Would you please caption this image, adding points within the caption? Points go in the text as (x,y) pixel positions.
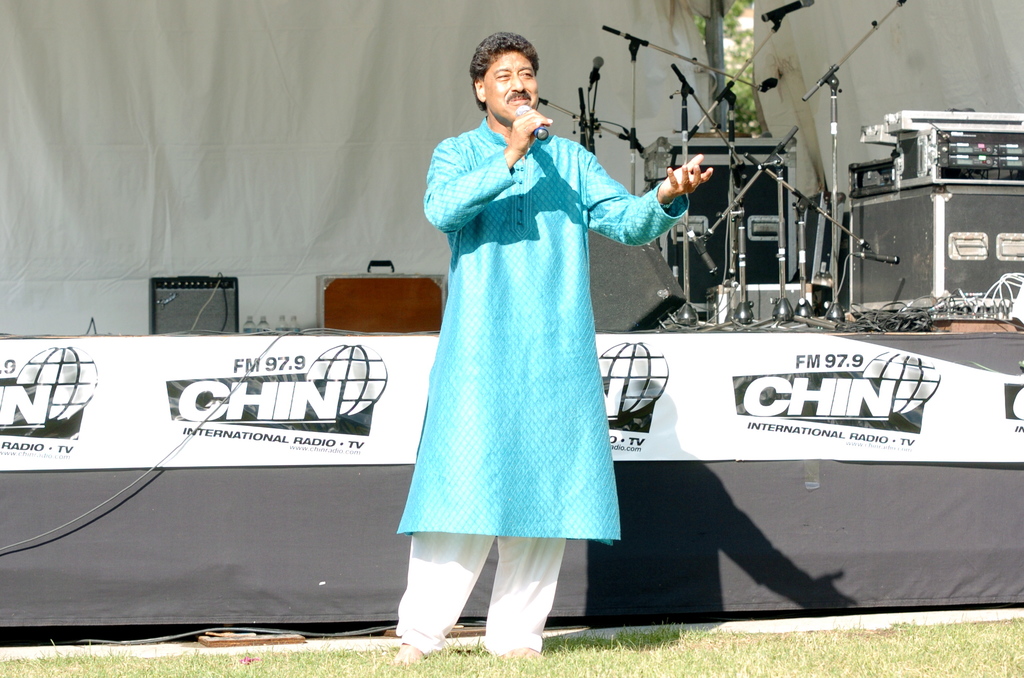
In this image I can see in the middle (430,418) a man (448,366) is standing, it looks like he is singing in the microphone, at the back side (609,375) there is the banner (338,383). On the right side (765,294) there are microphone stands (732,108) and other things (858,193).
